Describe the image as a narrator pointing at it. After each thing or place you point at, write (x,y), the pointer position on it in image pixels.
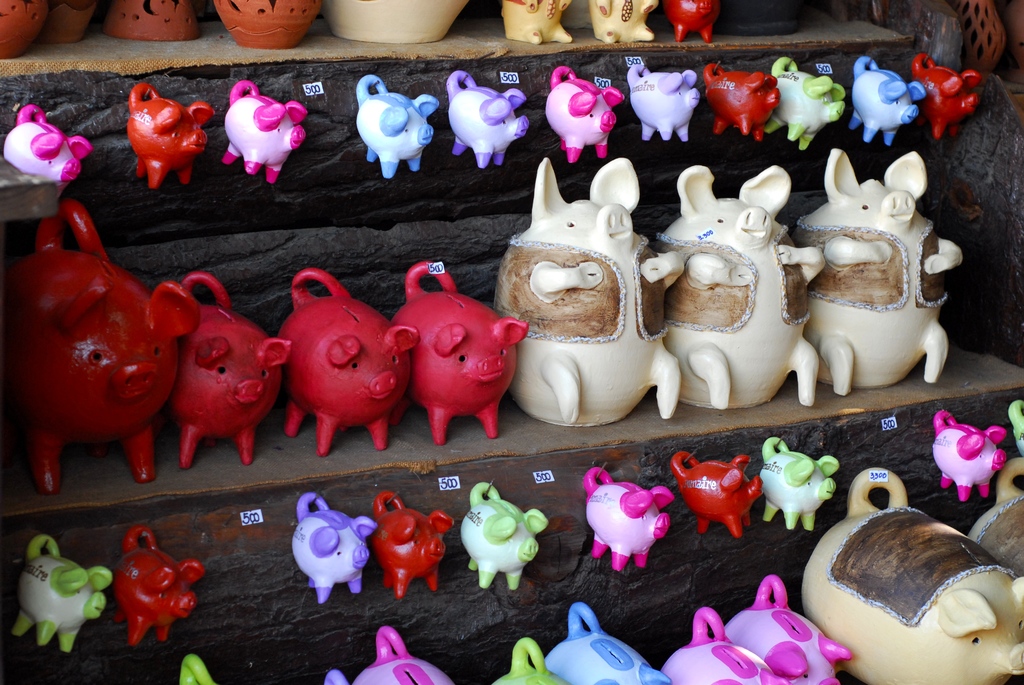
In this image I can see the toys (629,556) on the wooden object (408,231). I can also see the labels (258,521) with some text (450,487) written on it.
